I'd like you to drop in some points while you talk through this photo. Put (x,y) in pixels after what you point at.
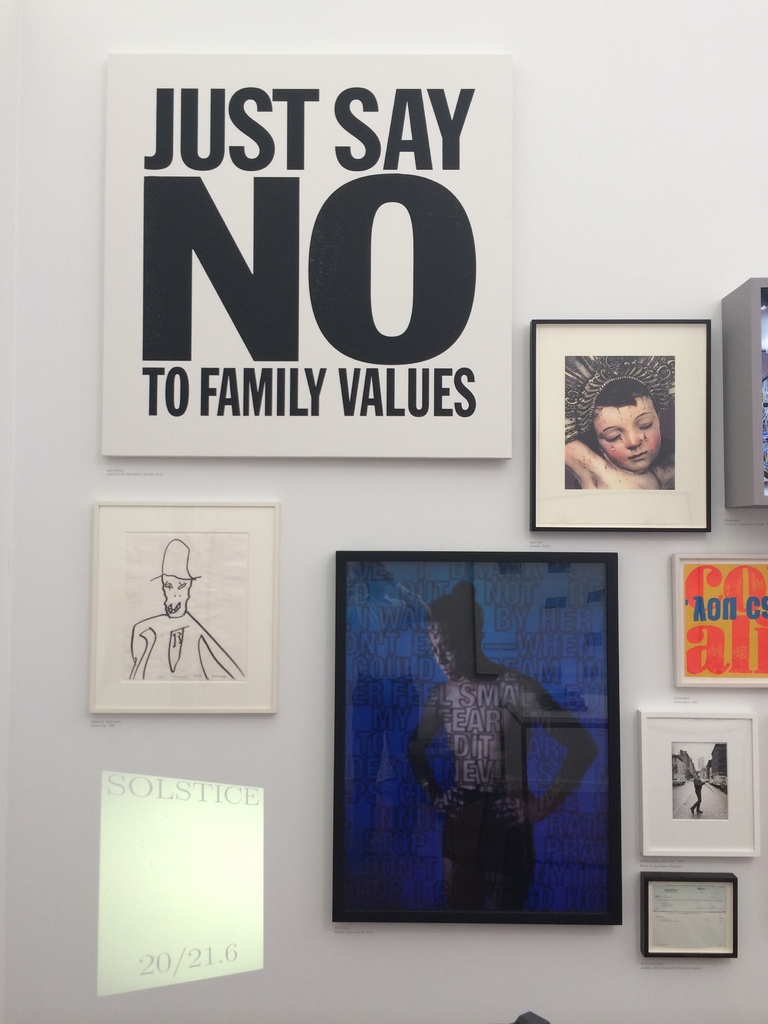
In the picture there is a wall (320,691), on the wall (407,981) there are many frames (420,673) present, there is some text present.
